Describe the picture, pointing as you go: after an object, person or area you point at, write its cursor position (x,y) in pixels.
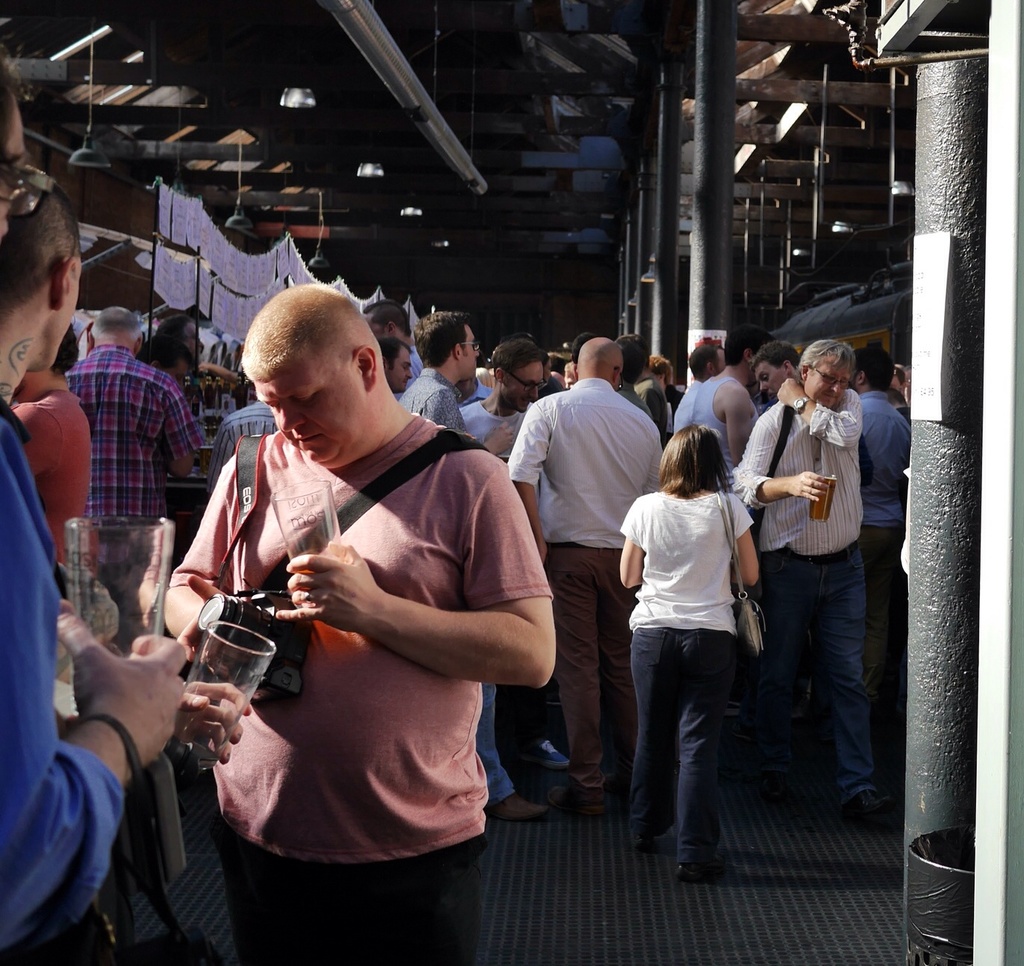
In this image I can see group of people (752,543) standing. The person (341,551) in front (391,675) wearing peach color shirt (377,856), black pant (385,906) and holding a glass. Background (285,249) I can see a white color cloth (270,259) and few lights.
